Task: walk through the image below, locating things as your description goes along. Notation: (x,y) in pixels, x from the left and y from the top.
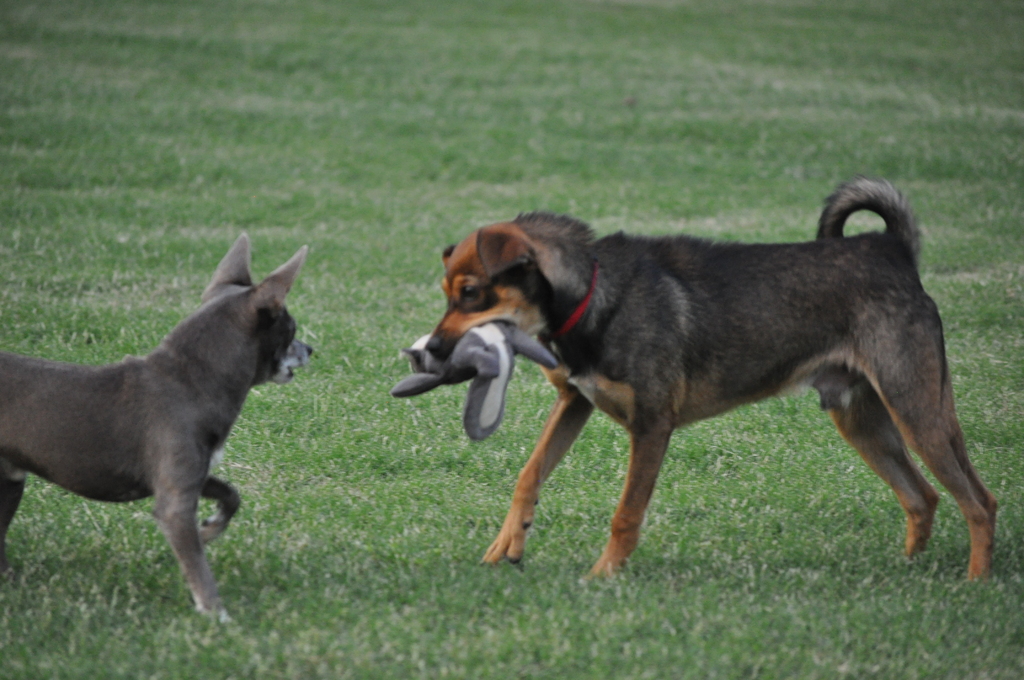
In the foreground (224,422), I can see two dogs (220,515) on grass (434,529) and one dog (568,392) is holding an object (500,351) in mouth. This picture might be taken in a park (522,417).
